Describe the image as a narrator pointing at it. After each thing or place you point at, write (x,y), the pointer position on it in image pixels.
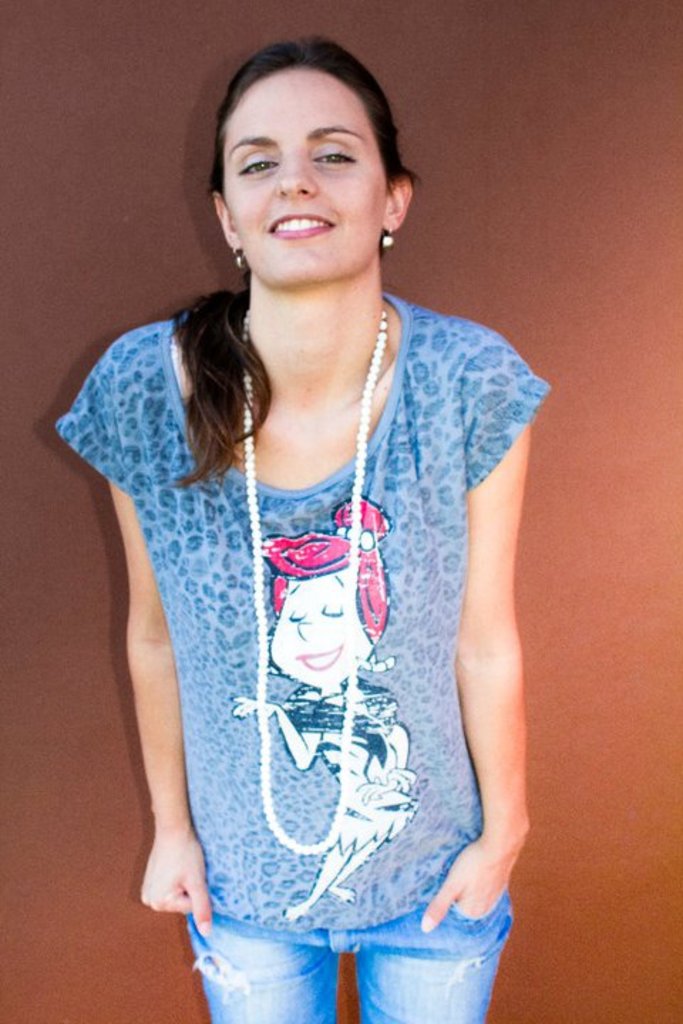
In this picture I can see a woman (146,591) standing and smiling, behind the woman (513,580) there is a light brown background (534,472).
